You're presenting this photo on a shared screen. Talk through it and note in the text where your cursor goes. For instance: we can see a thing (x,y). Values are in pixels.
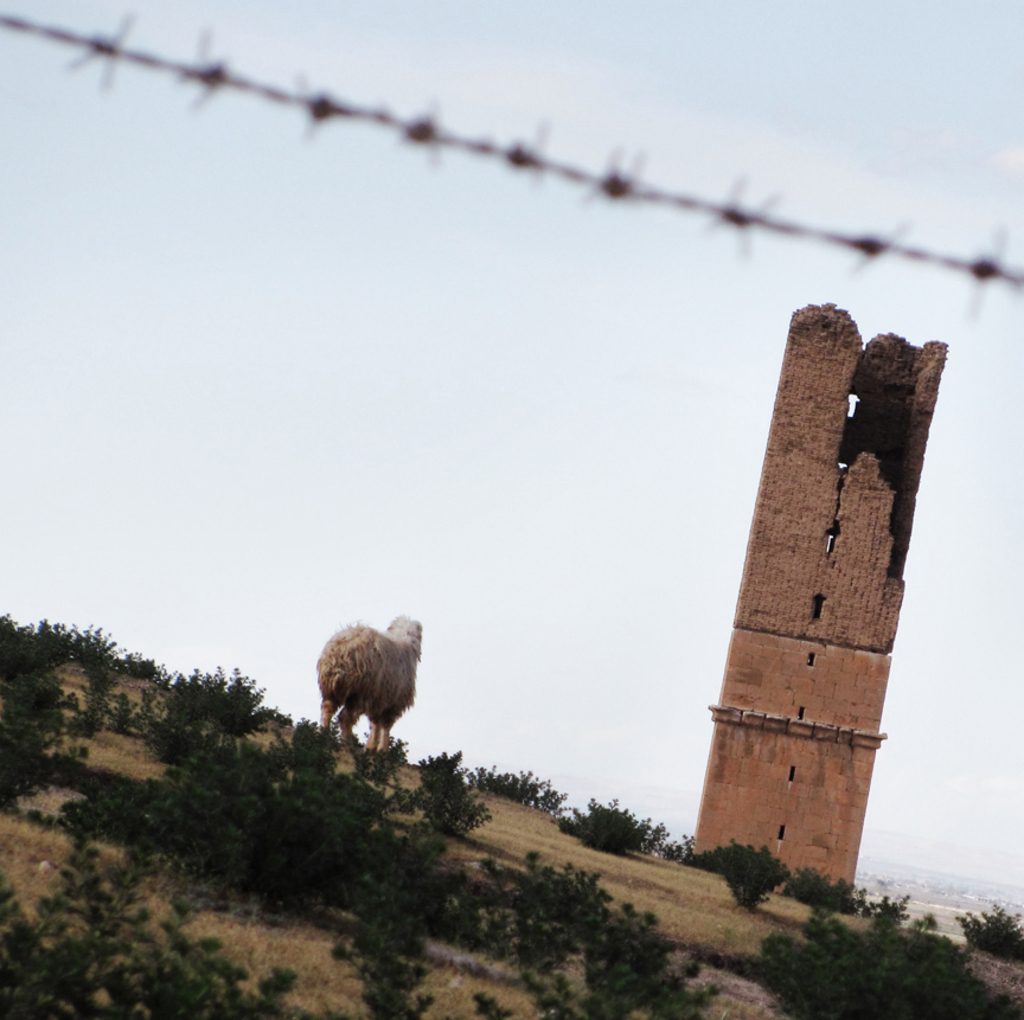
In the foreground (217,864), I can see an animal (344,710) on grass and plants (553,925). In the background (748,868), I can see a collapsed building (864,731), trees (891,921), wire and the sky (590,366). This picture might be taken in a day.
